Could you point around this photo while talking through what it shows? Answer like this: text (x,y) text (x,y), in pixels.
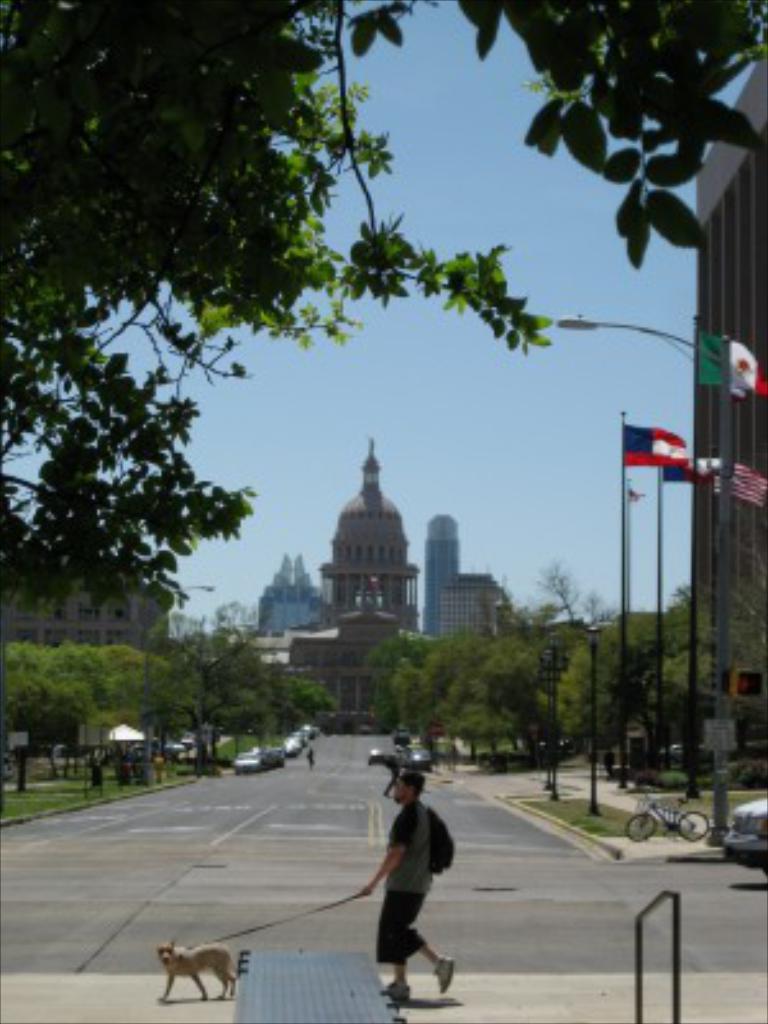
In this image we can see a person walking on the road (328,854) and holding a dog leash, there are some buildings (370,533), trees (25,696), vehicles (279,755), flags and lights (723,537), in the background (407,432), we can see the sky (399,436).
